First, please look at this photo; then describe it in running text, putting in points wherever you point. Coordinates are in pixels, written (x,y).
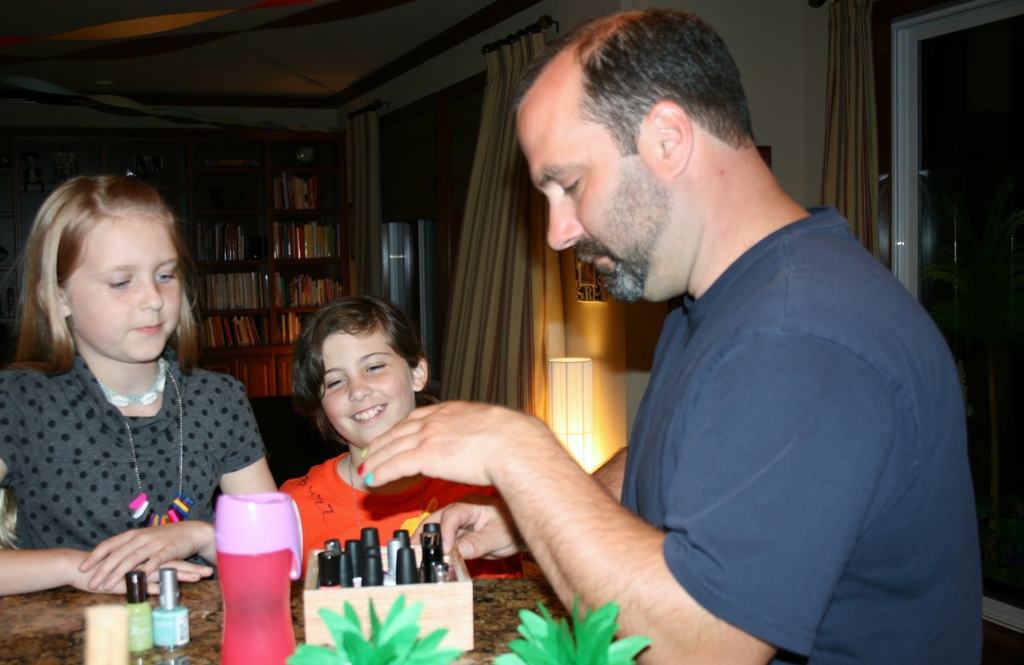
Here is a picture of three people (404,518) and on the other side of them there is a shelf (236,216) in which books (308,233) are been placed and in front of them there is a table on which there are some things (408,584) like nail polish boxes (420,560) and a small plant (398,627).
